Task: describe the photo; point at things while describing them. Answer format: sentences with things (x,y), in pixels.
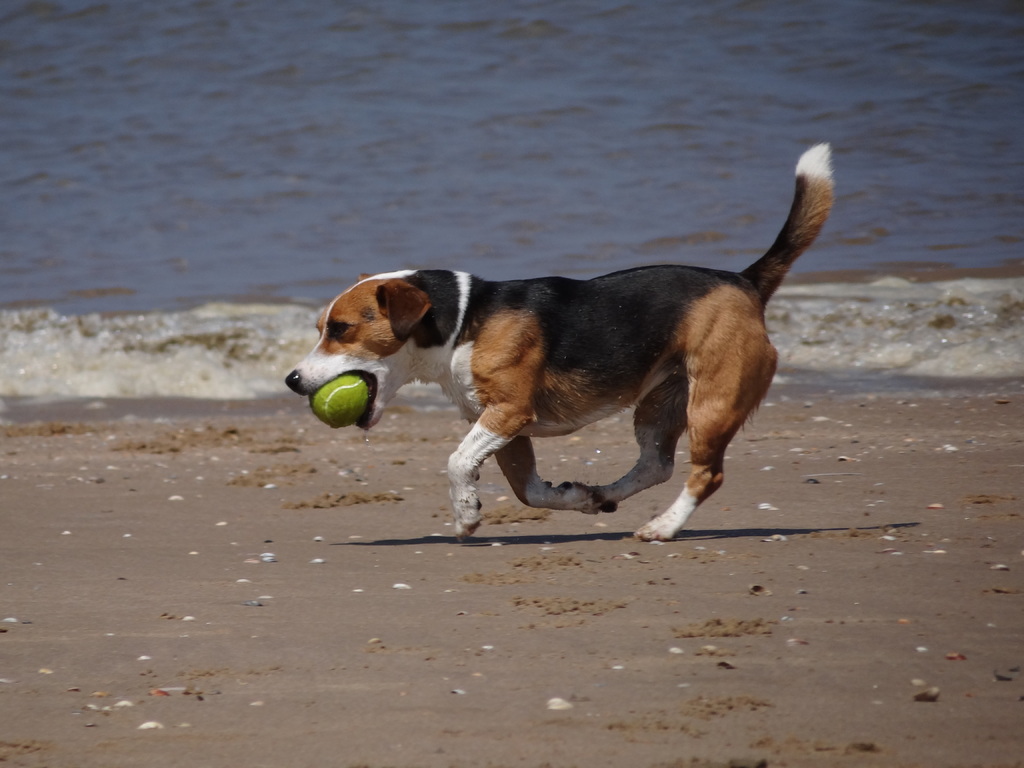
In this image, we can see a dog (460,394) running, the dog (456,376) is holding a ball (341,403) in the mouth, in the background (182,150) we can see water (521,111).
